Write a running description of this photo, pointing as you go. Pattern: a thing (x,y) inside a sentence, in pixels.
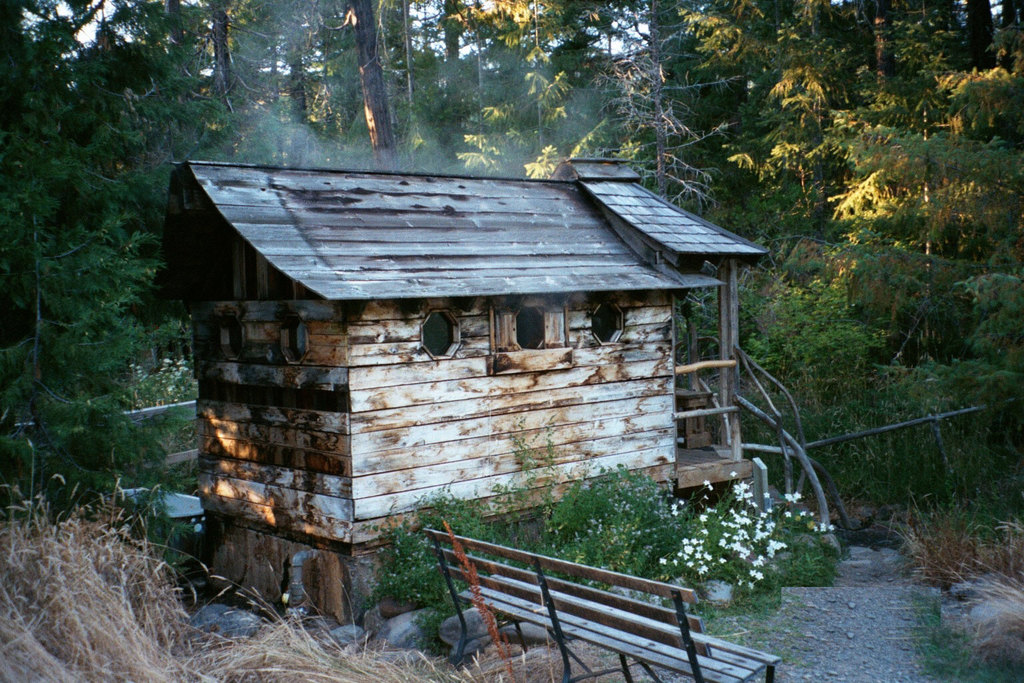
In this picture we can see a house (678,478), bench (546,598), flowers (750,549), trees (748,151) and in the background (88,23) we can see the sky (646,22).
